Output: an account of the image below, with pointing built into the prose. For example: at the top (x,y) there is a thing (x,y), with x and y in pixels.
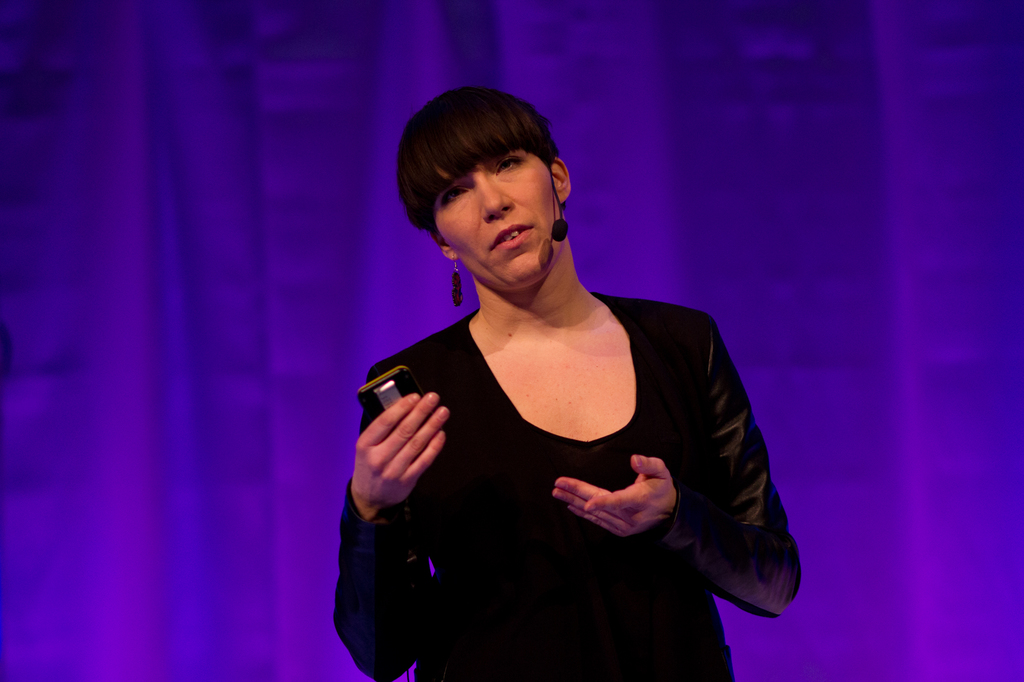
In this picture I can see a woman (547,386) standing in front (510,546) and I see that she is wearing black color dress (488,458) and holding a thing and I can see a mic (559,218) near to her mouth (502,242) and I can see the purple color background (38,635).
